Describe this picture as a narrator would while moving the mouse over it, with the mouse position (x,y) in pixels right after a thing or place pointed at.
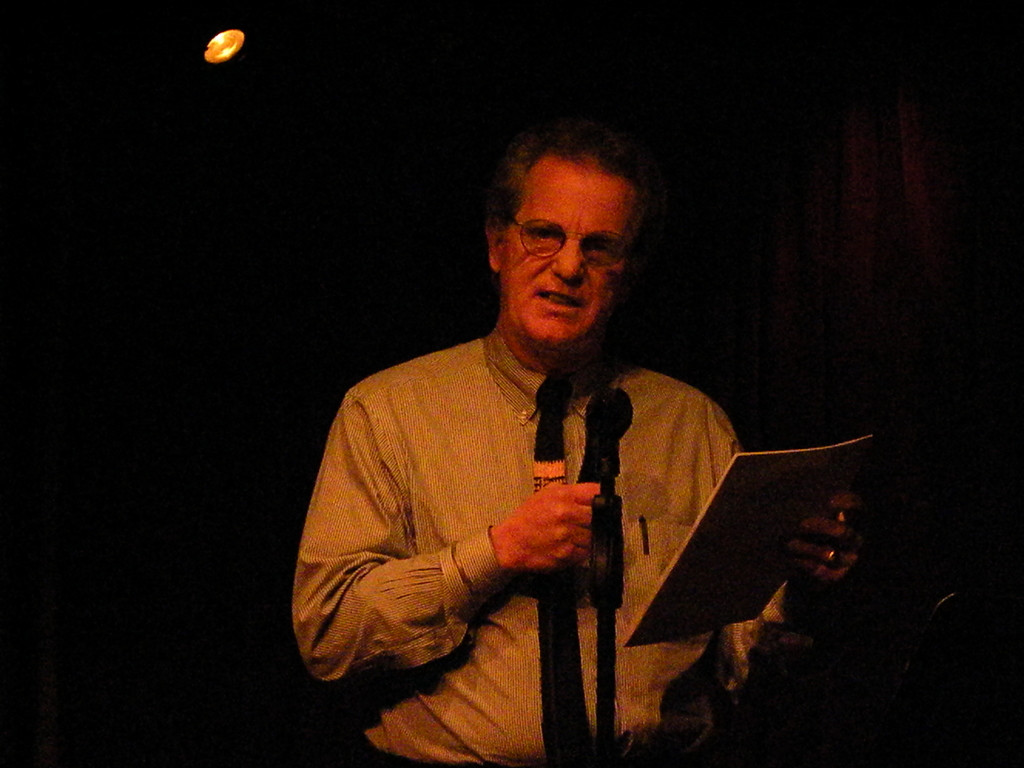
In this image we can see a man (493,336) holding a mic (609,438) in his right hand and speaking. He is also holding a book (780,489) in his left hand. This is the light (225,48).
